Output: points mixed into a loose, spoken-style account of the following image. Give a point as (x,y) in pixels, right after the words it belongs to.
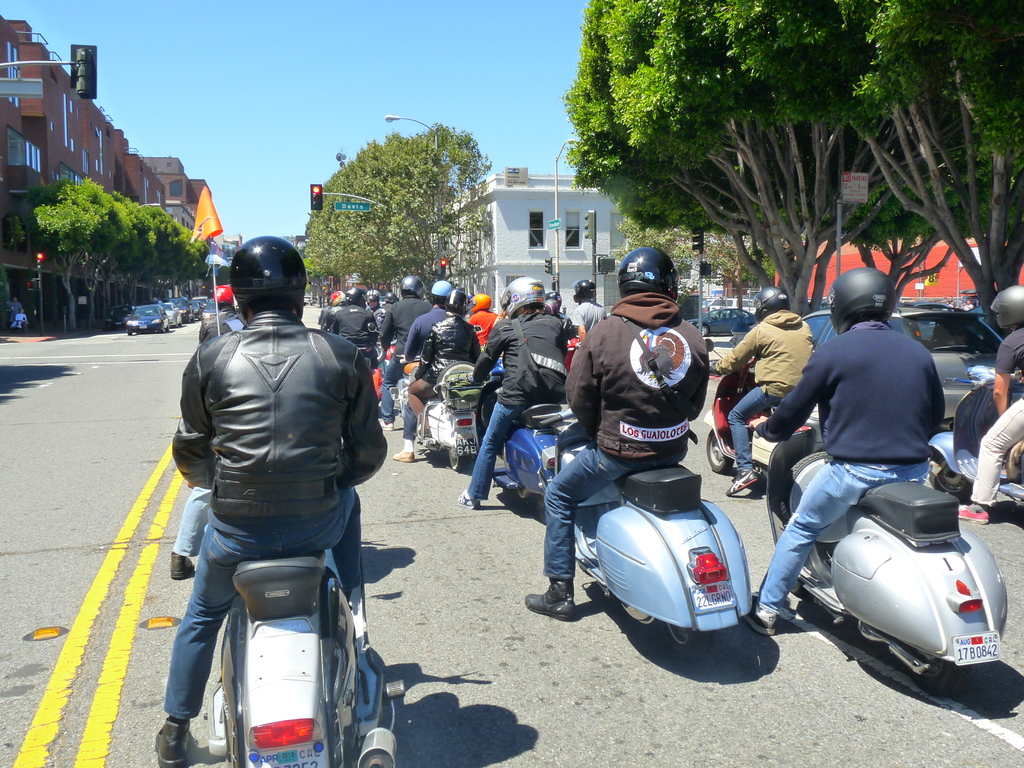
In this image we can see so many people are on the scooter (321,656) and they are wearing helmet (584,293). To the both sides of the image buildings (523,222) and trees (652,167) are present.
